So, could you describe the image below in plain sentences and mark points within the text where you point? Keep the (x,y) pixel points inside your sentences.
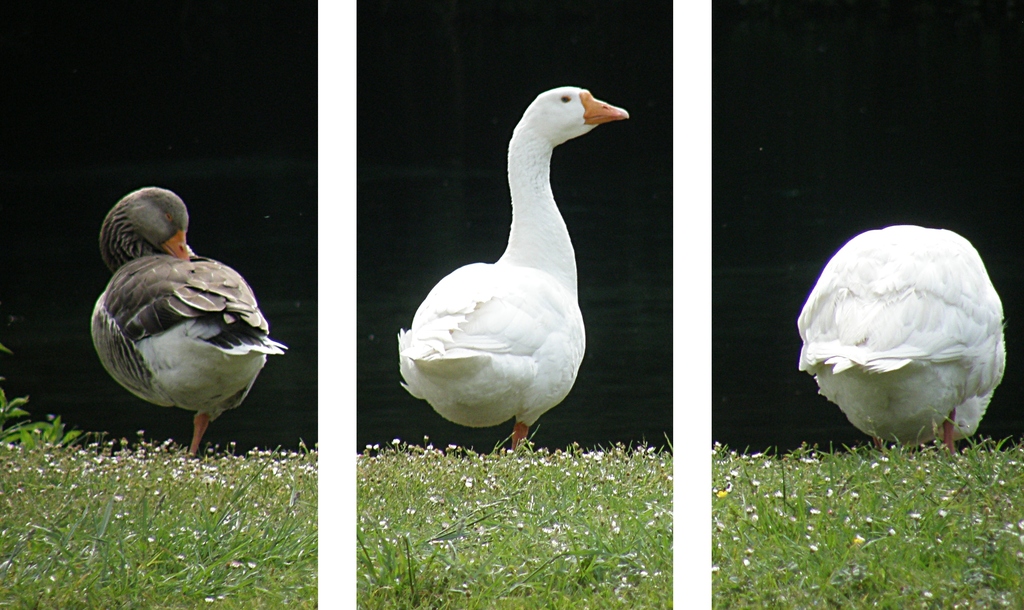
This is a collage picture and in this picture we can see three birds (922,353) standing on grass (77,459) and in the background (80,321) it is dark.
